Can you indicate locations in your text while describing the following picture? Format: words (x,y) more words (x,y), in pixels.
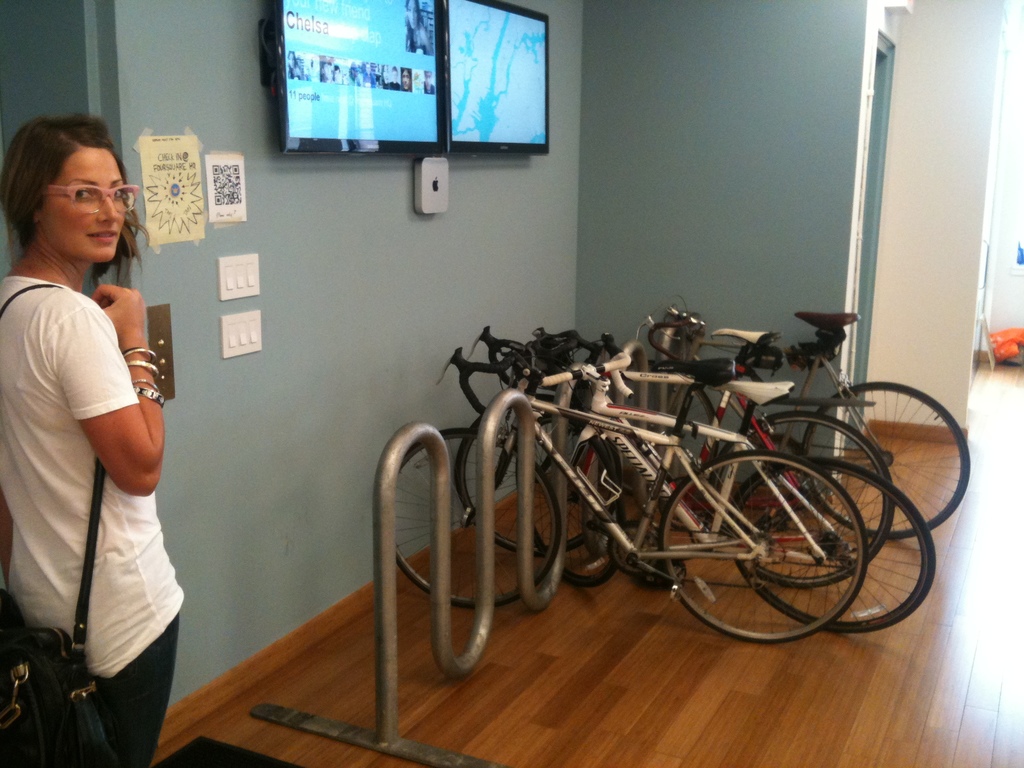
In this image we can see a woman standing on the floor (292,702). We can also see some bicycles (675,554) placed in a metal stand (294,715), two television screens (340,149) with a device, a switch board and some papers (220,187) pasted on a wall (665,283). On the right side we can see a door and some objects (984,320) on the floor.
